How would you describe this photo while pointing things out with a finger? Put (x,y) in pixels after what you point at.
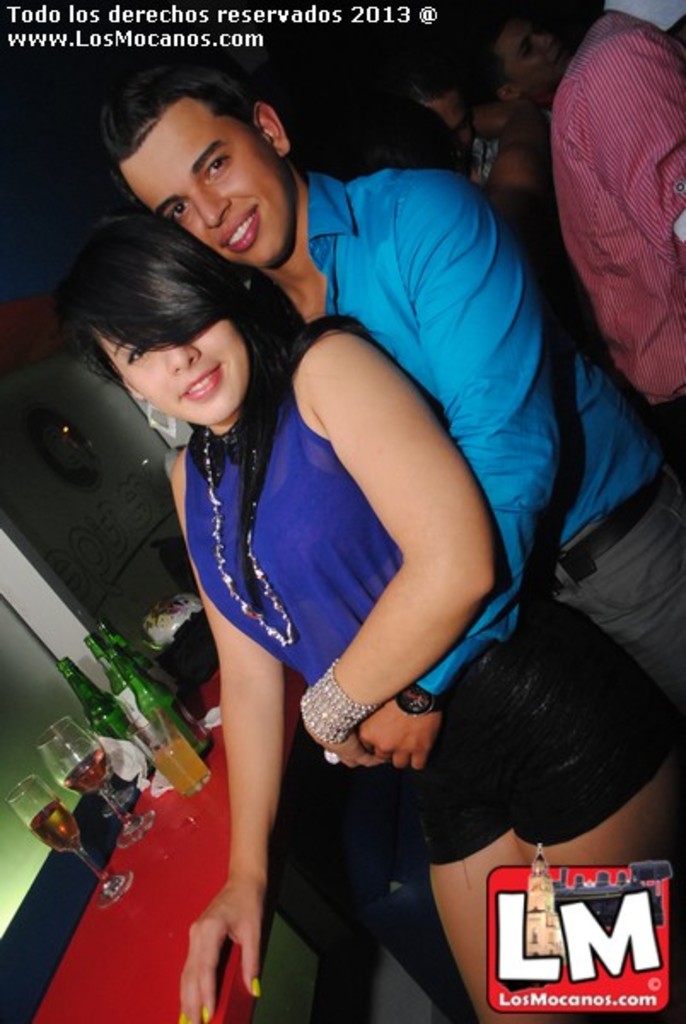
In this image we can see some people (256,619) standing. In that a man (417,735) and a woman (506,697) are holding each other. We can also see a table (152,990) beside them containing some glasses (135,820) and bottles (122,711). On the bottom of the image (587,1010) we can see a logo (551,903). On the top of the image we can see some text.
